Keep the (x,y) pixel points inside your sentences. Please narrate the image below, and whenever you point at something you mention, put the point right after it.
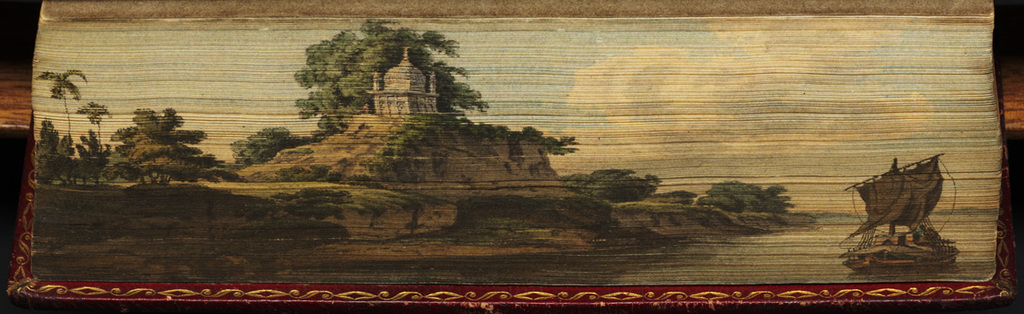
In this image we can see a paper (699,128). On this paper (327,134) we can see water (816,257), boat (930,261), trees (491,215), ancient architecture (378,84), and sky (648,171) with clouds (716,119).
